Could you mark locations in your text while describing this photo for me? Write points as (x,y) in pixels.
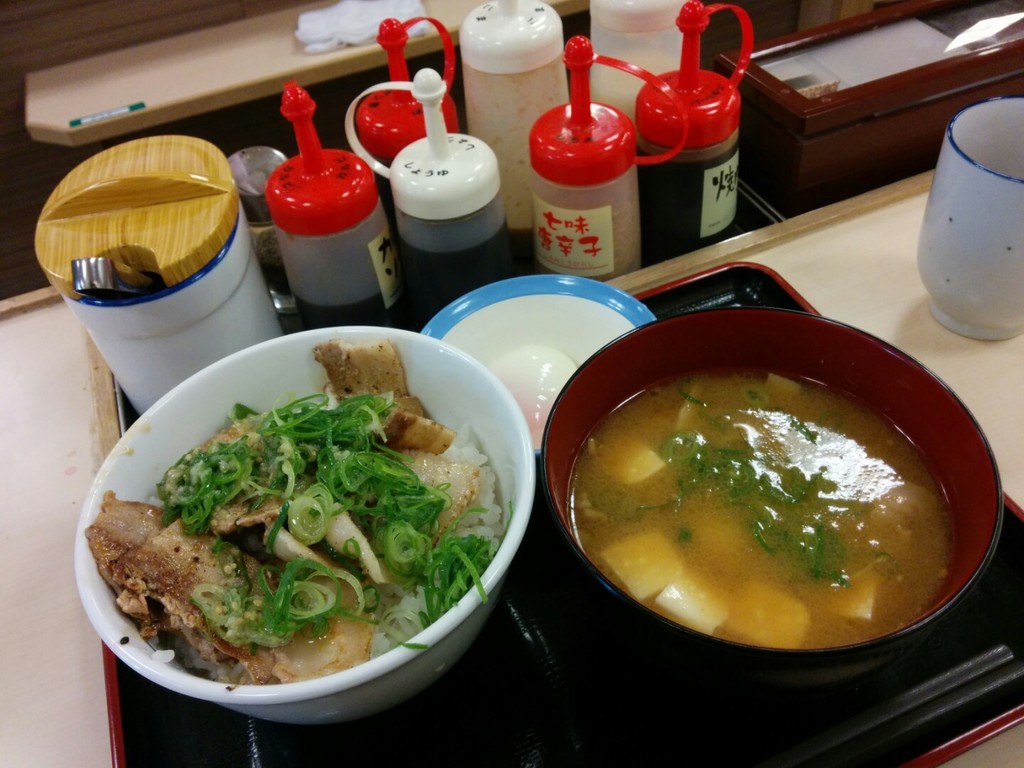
In this image in front (726,417) there are food items (474,514) in a bowl (805,653) which was placed on the tray (691,722). Behind the tray (768,299) there are a few objects (709,222) on the platform (870,262).
